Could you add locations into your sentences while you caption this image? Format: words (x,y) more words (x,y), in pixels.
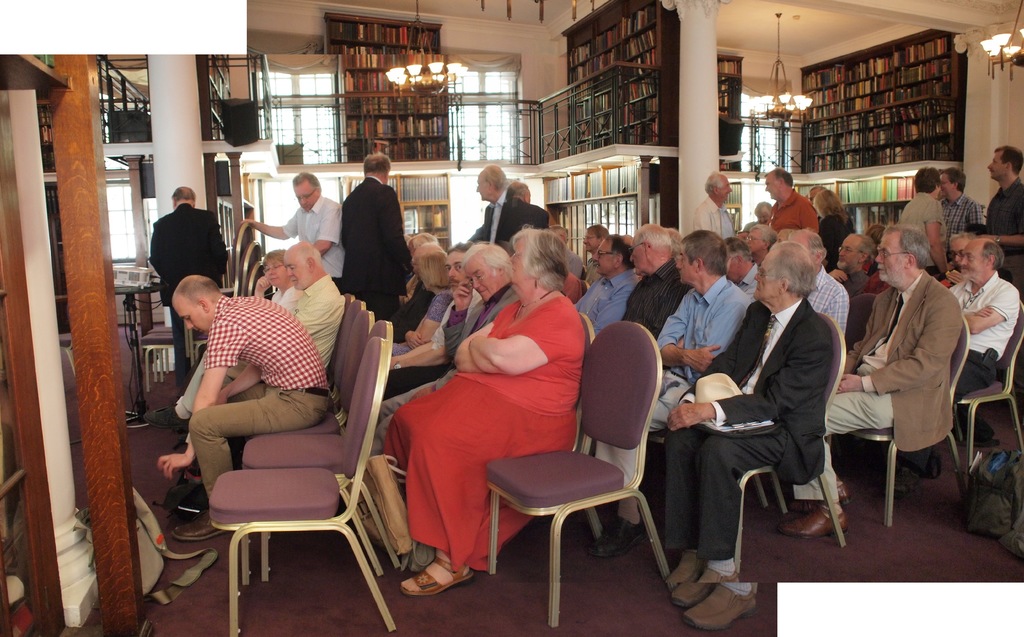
In the image we can see there are lot of people (528,294) who are sitting on chair (1011,339) and few people (1011,186) are standing and at the back (948,131) there are bookshelves (585,118).
